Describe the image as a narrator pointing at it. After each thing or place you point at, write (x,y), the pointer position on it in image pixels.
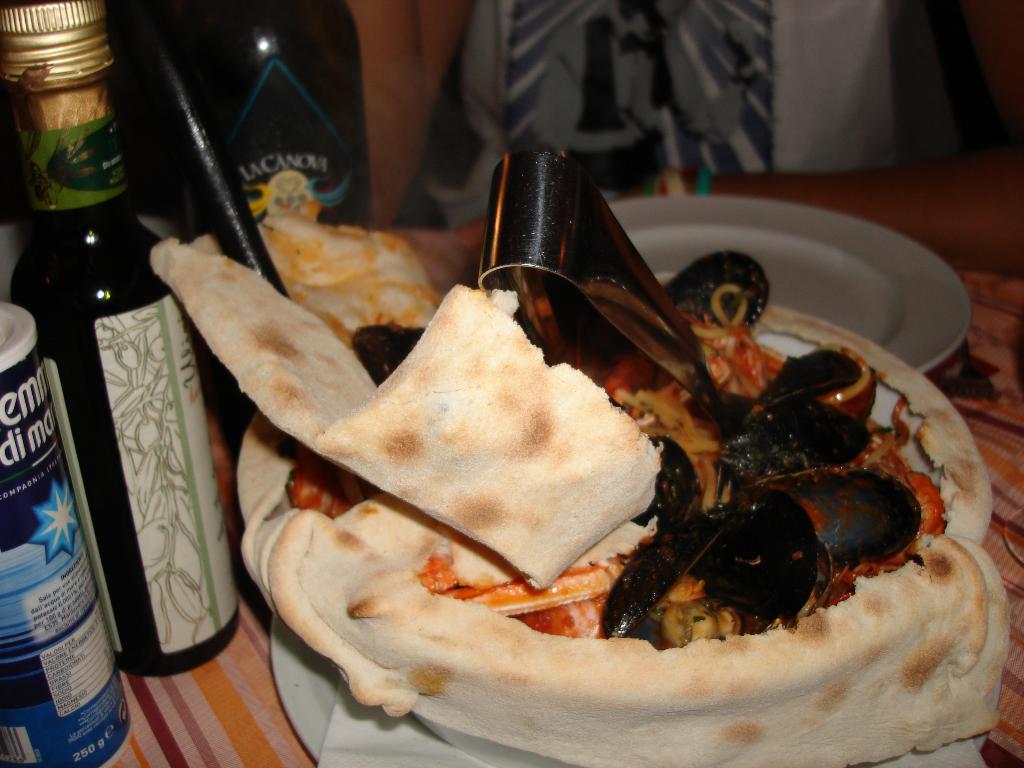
This image consists of a food (705,525) kept in a bowl (535,633). On the left (99,459), there is a bottle (105,494). At the bottom (243,758), there is a table (218,691) covered with a cloth (141,734). In the background (607,52), we can see a person (636,88).
